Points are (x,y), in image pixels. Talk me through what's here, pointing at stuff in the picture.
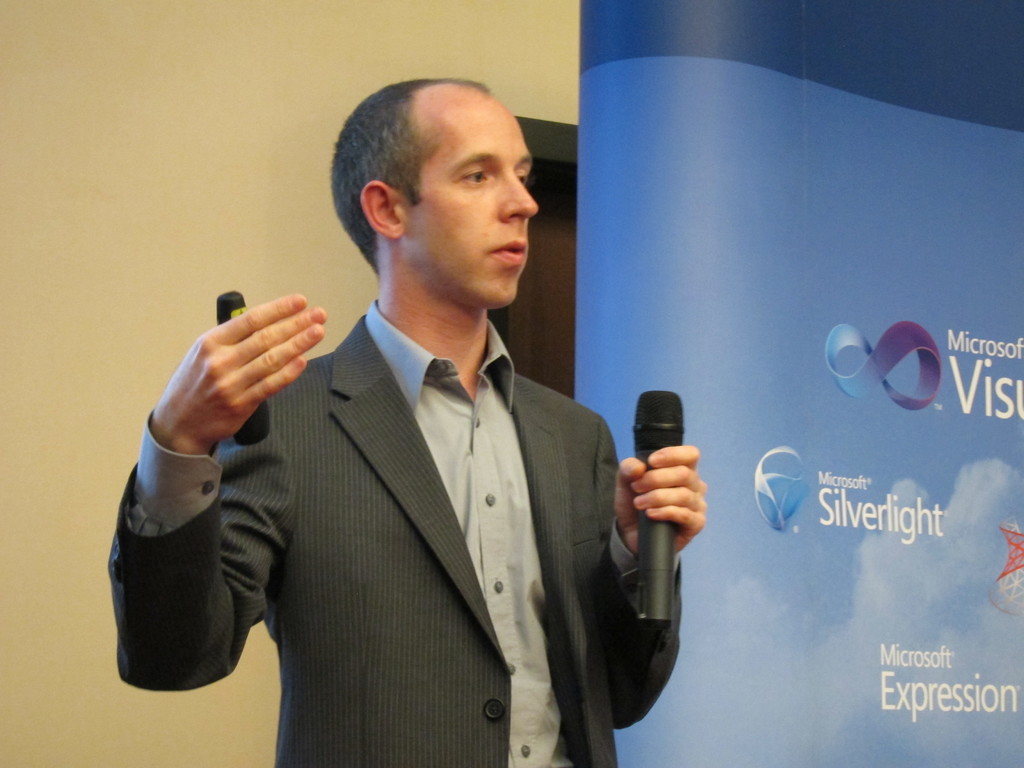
In this image there is a man (457,388) standing in the center (485,449) holding a mic (642,416) in his hand (661,485) wearing a suit (410,540). On the right side (798,301) there is a banner (862,278) with the name (957,699) written Microsoft Visual, Microsoft Silverlight, Microsoft Expression the banner (820,595) is blue in colour. In the background (195,168) there is a wall (215,194) yellow in colour.
